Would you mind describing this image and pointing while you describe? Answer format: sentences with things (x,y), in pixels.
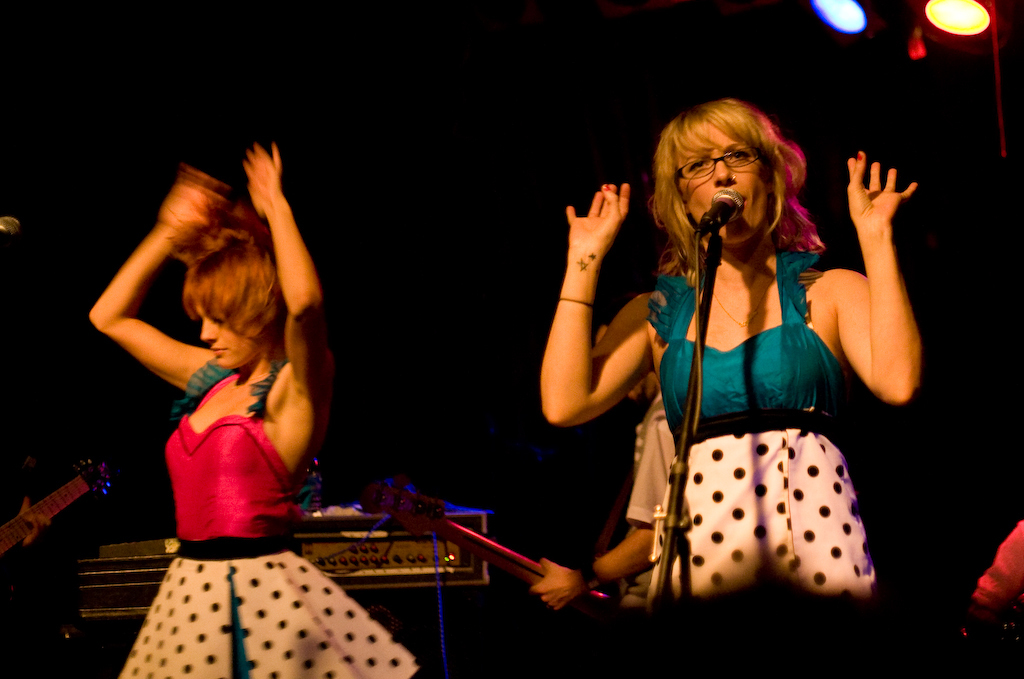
In this image there is a woman (742,281) singing in front of a mic (713,232), beside the woman (785,310) there is another woman (208,397) dancing, behind them there are a few people (35,517) playing musical instruments (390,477), at the top of the image (970,21) there are focus lights (853,29).
